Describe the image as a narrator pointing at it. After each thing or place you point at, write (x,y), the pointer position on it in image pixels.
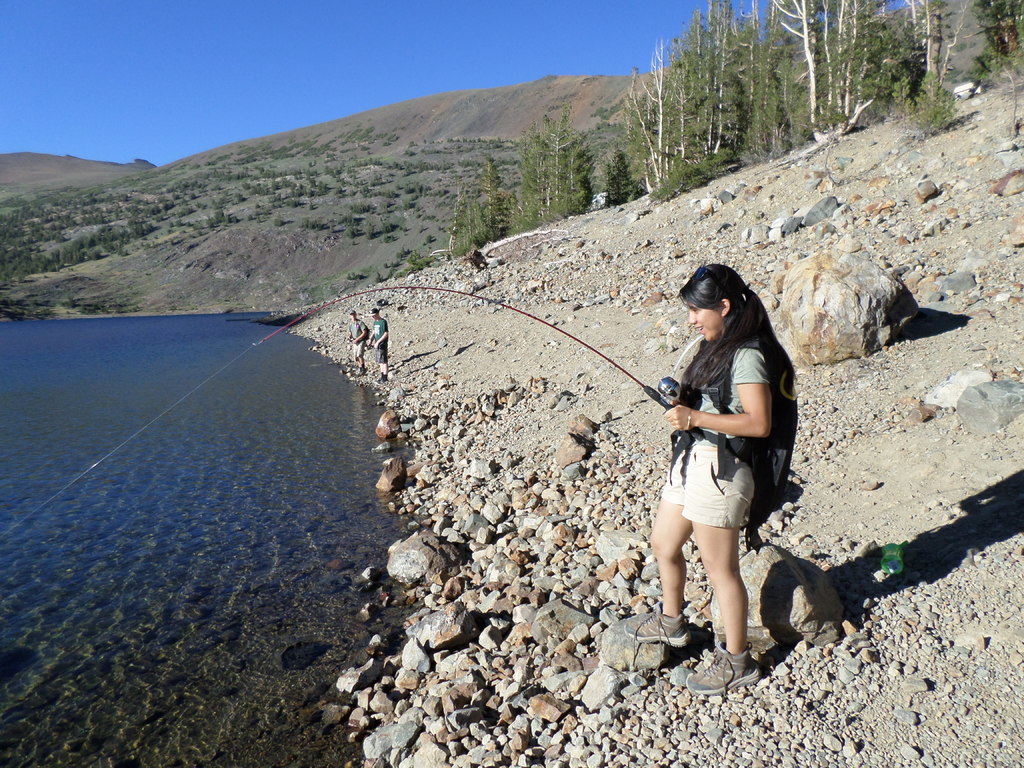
This image consists of a girl (677,508) fishing. At the bottom (501,668), there are rocks (606,507). In the background (376,312), there are two men (351,312) standing near the water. On the right (784,65), there are small plants (707,143). In the background (470,136), there are mountains (258,286). At the top (421,49), there is sky (437,4).
